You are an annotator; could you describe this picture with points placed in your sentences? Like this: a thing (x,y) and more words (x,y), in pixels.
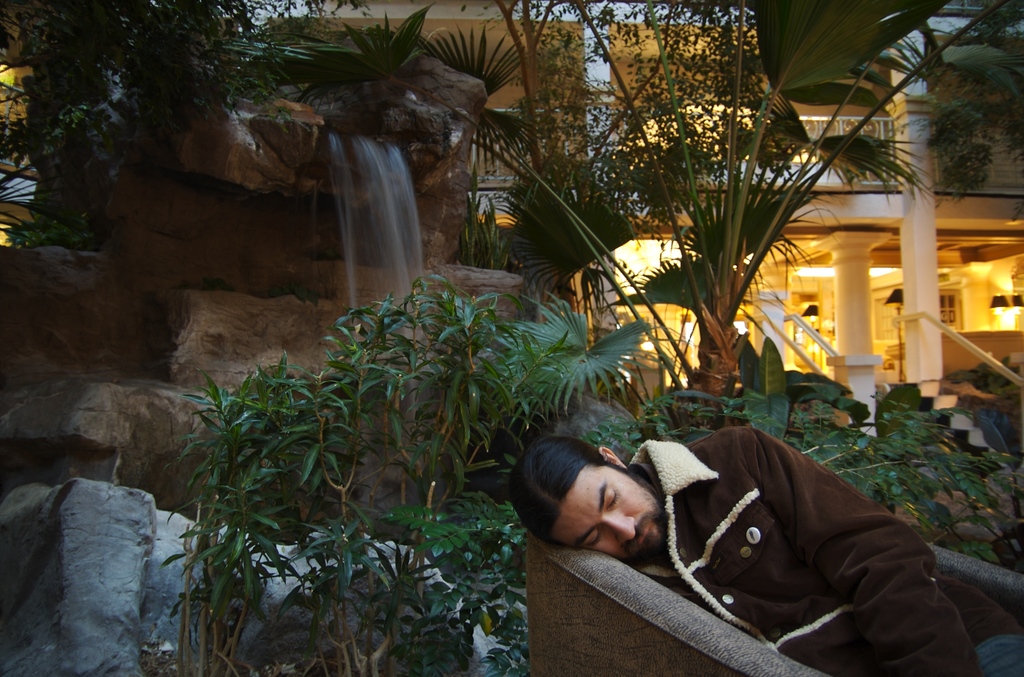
As we can see in the image there are plants (475,427), trees (531,122), water (360,302), rocks (195,289) and buildings (846,257). In the front (709,537) there is a man (704,520) sleeping on sofa (655,629).
